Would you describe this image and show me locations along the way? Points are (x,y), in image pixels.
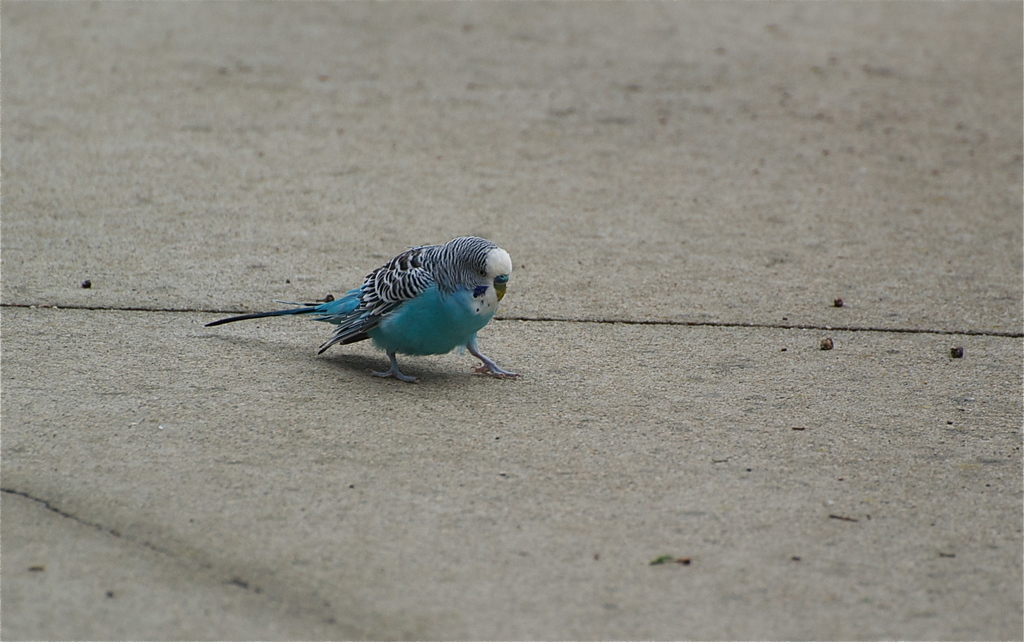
It is a parrot (451,322) in blue color.
